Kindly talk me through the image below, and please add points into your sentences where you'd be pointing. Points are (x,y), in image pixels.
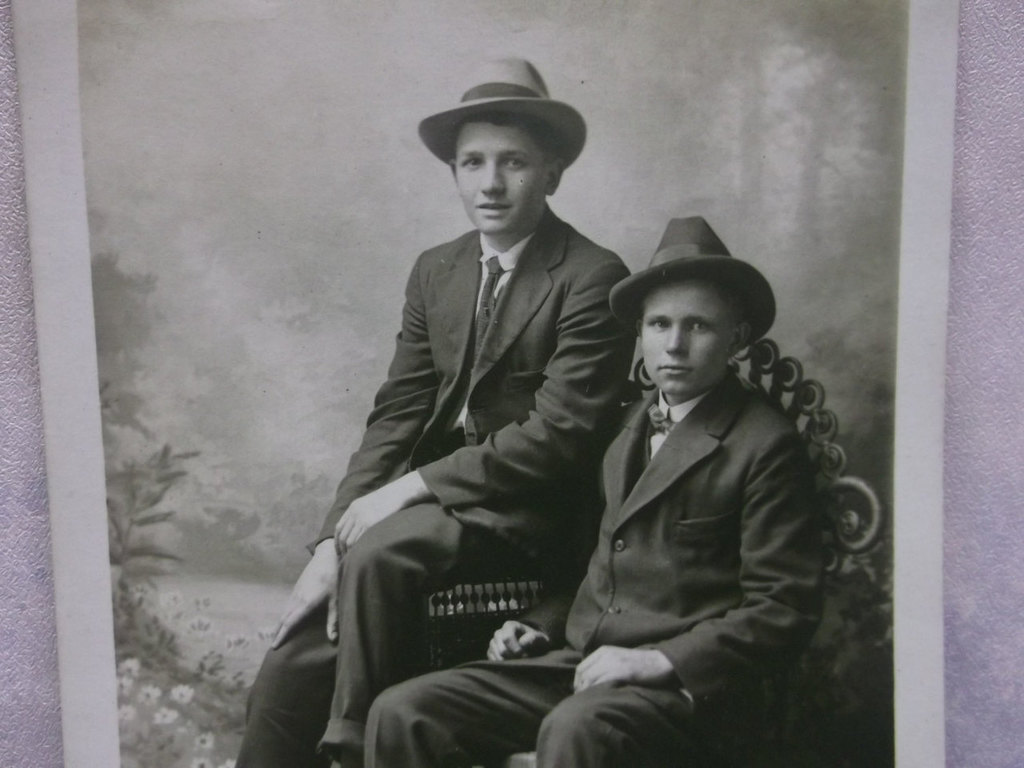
In this picture we can see a wall (997,498), there is a photo frame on the wall (972,487), here we can see two persons (690,481) sitting, they wore suits (603,456) and caps (516,122).
